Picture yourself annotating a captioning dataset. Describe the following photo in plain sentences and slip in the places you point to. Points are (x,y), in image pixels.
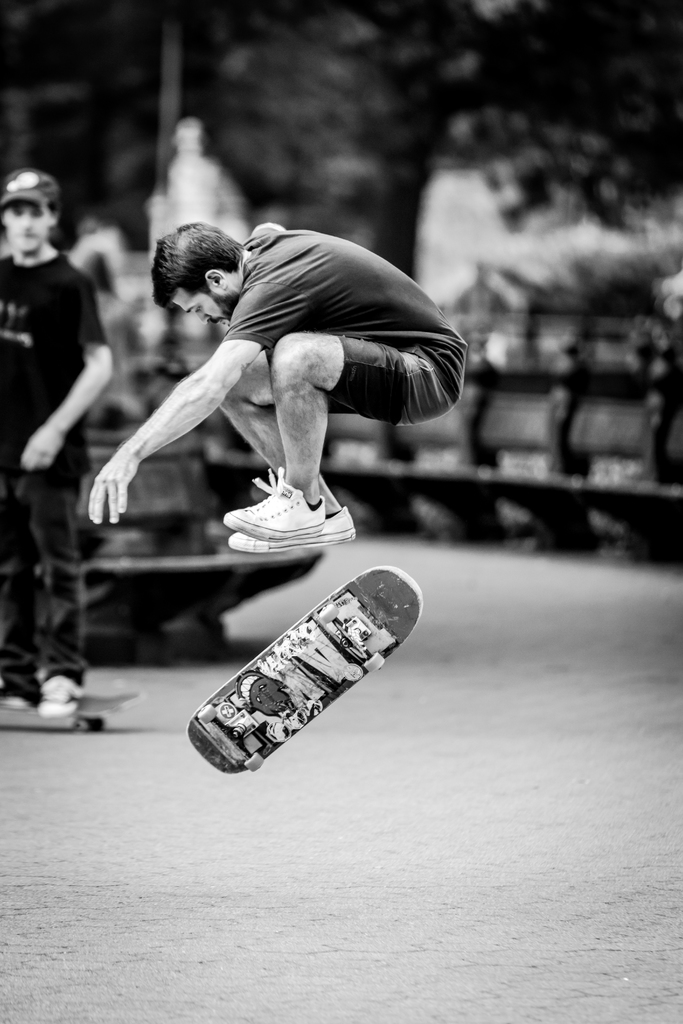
It is a black and white image, there is a person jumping from a skating board (329,612) and the skating board (330,690) is above the ground (318,721), behind the person (233,395) there is another man (0,684) and the background (7,20) is blurry.
